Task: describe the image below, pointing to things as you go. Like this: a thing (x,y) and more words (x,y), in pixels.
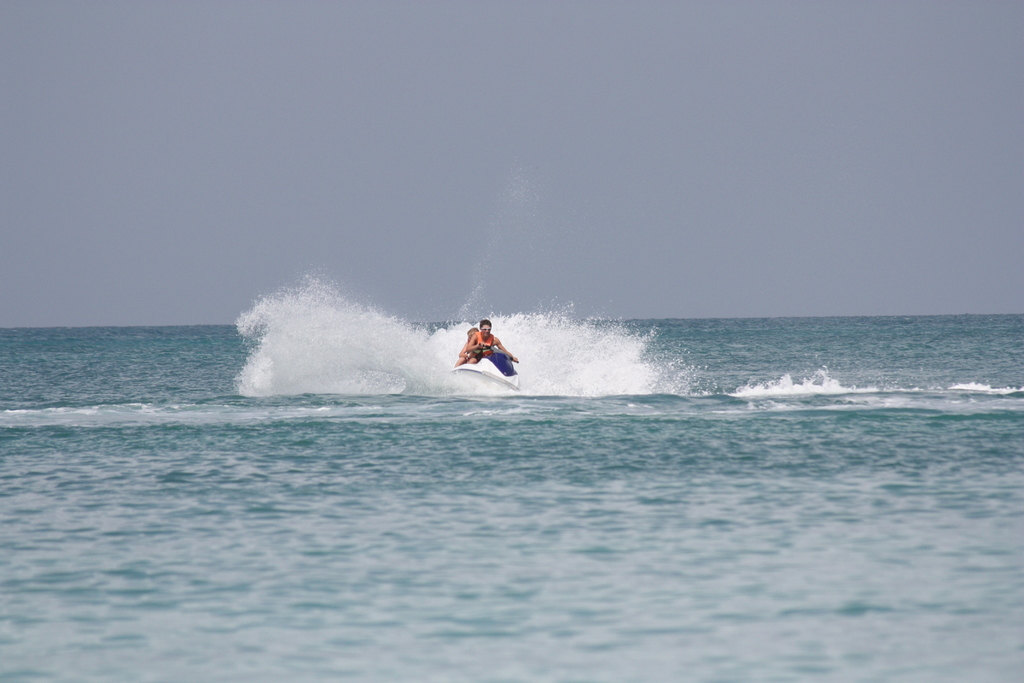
In this image we can see two persons (478,355) boating on the surface (475,410) of the sea (493,504). In the background (441,187) we can see the sky (647,93).
